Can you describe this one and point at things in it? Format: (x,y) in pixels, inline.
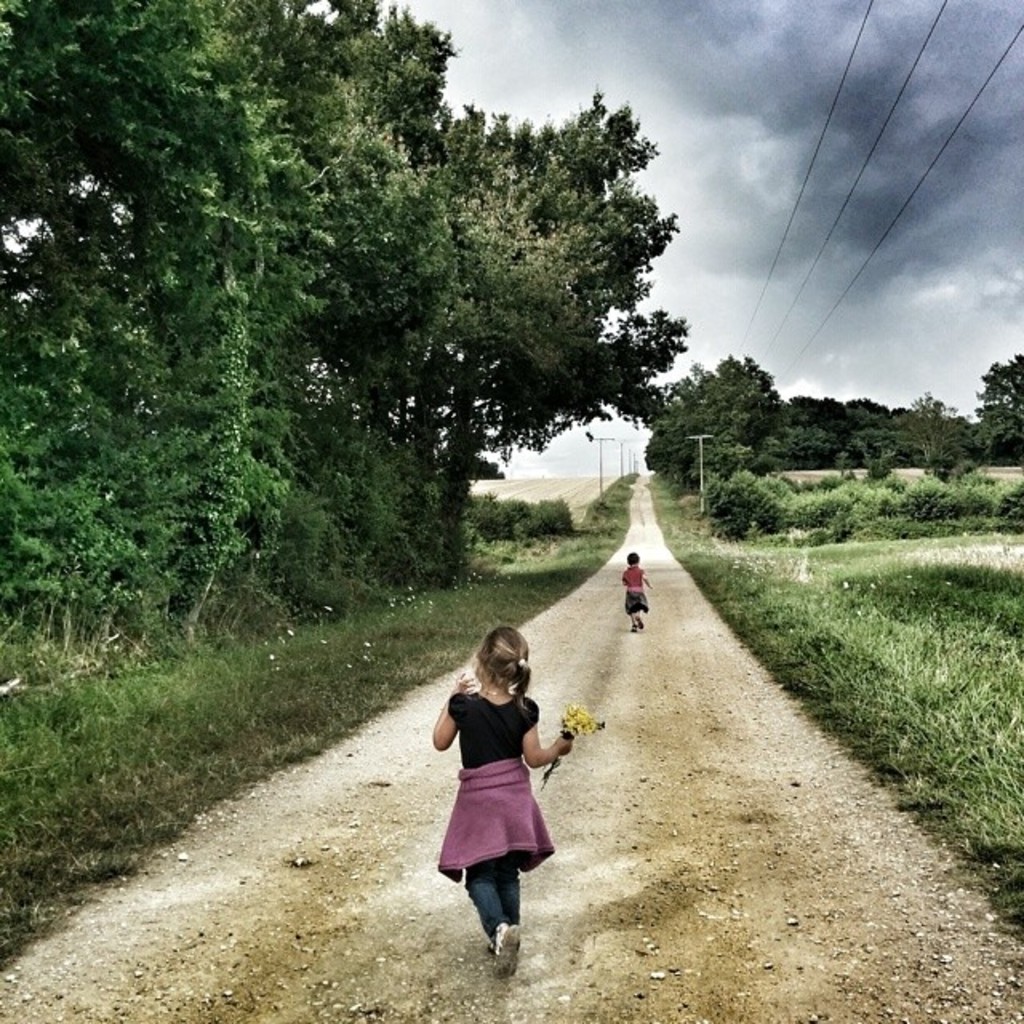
In the image there are two kids (488,940) walking in the middle of the path (620,818) with plants (720,591) and trees (765,434) on either side of it and above its sky (763,149) with clouds (883,212).
